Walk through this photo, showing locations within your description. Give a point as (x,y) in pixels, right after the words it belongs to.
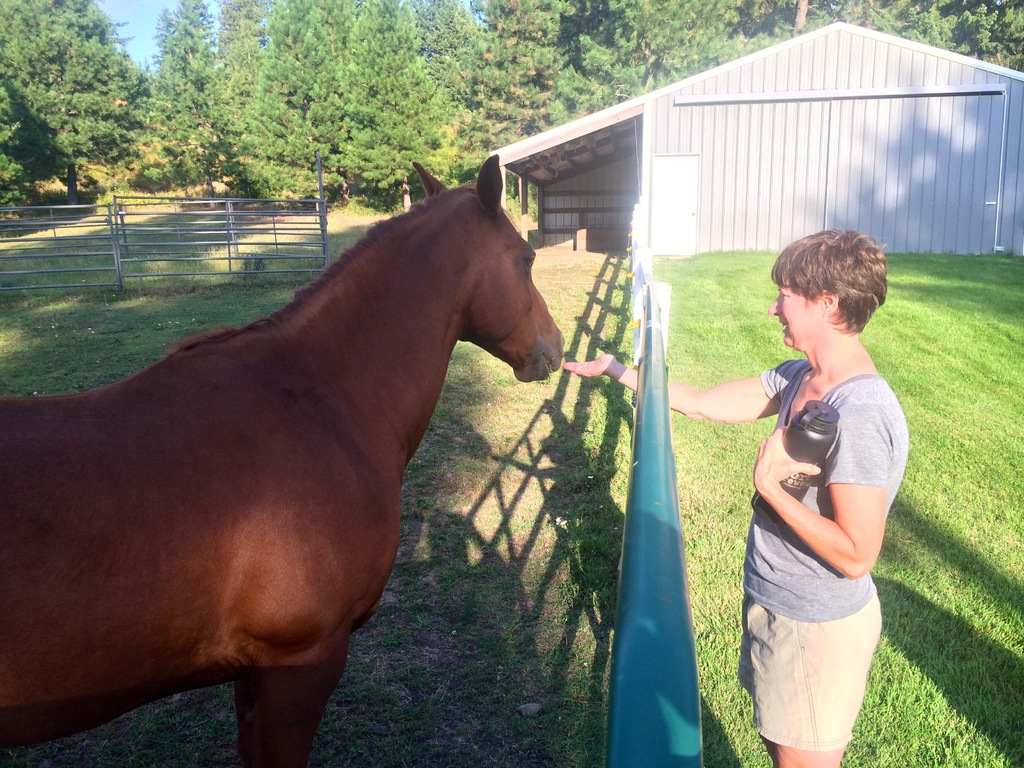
In this picture we can see a horse (302,348) and a woman (798,552) on the grass (597,417). She is holding a bottle (803,483) and there are fences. Behind the woman (792,715), there are trees (158,107) and a shed (698,215). Behind the trees (241,30), there is the sky (149,26).
